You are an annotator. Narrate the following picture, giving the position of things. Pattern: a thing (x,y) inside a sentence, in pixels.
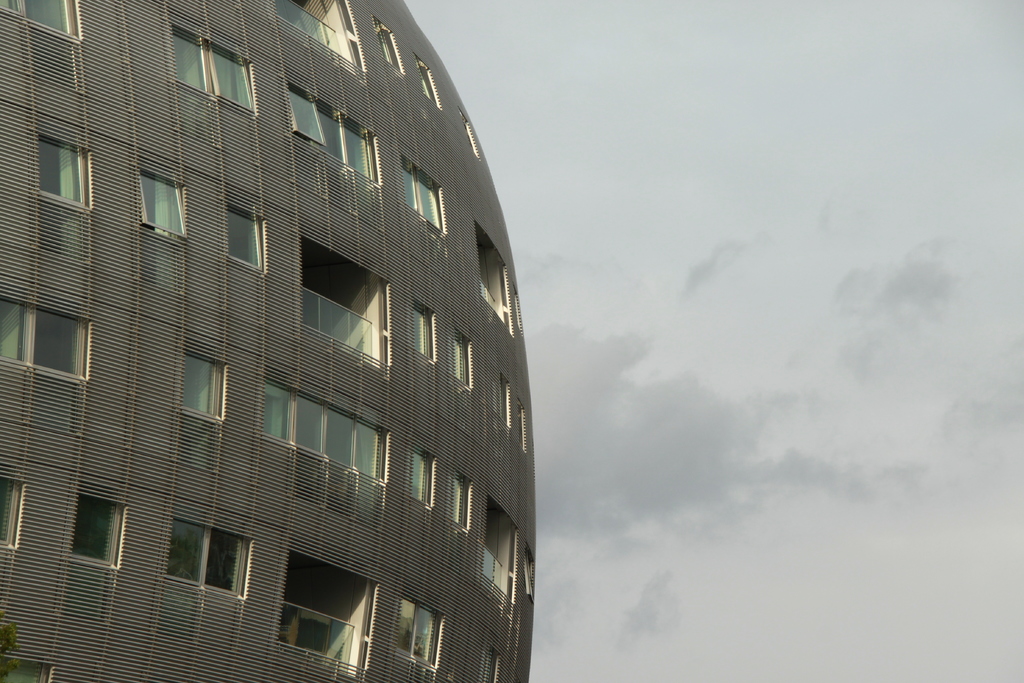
In this image there is a building (353,398) and the sky (626,398) is cloudy.
